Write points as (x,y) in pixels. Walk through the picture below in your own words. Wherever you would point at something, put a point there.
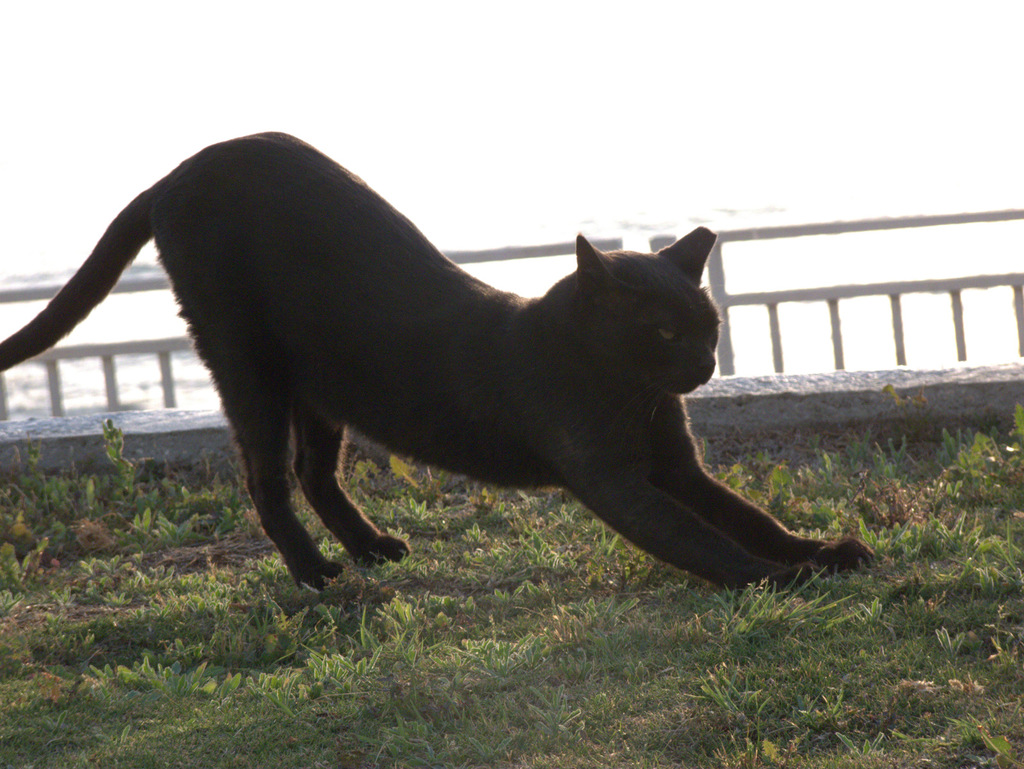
In this image we can see a black cat (608,418) on the ground (567,554). We can also see some grass (539,662), plants (526,662) and a fence (763,298).
